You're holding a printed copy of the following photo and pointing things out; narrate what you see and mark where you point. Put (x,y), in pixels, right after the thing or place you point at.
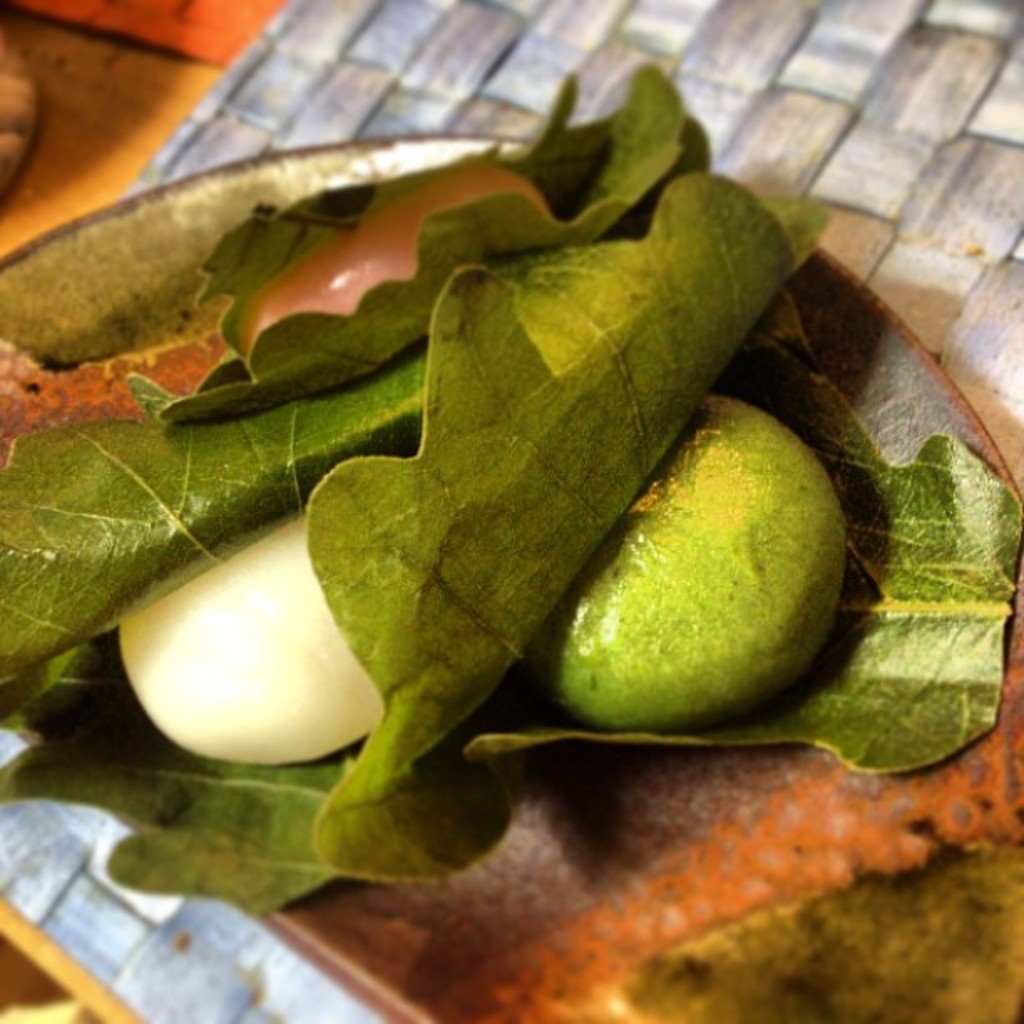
In this image on a plate (193,270) there are leaves (525,365) and few food ingredients (754,421) are there. The plate (525,794) is placed on a table (891,215).
